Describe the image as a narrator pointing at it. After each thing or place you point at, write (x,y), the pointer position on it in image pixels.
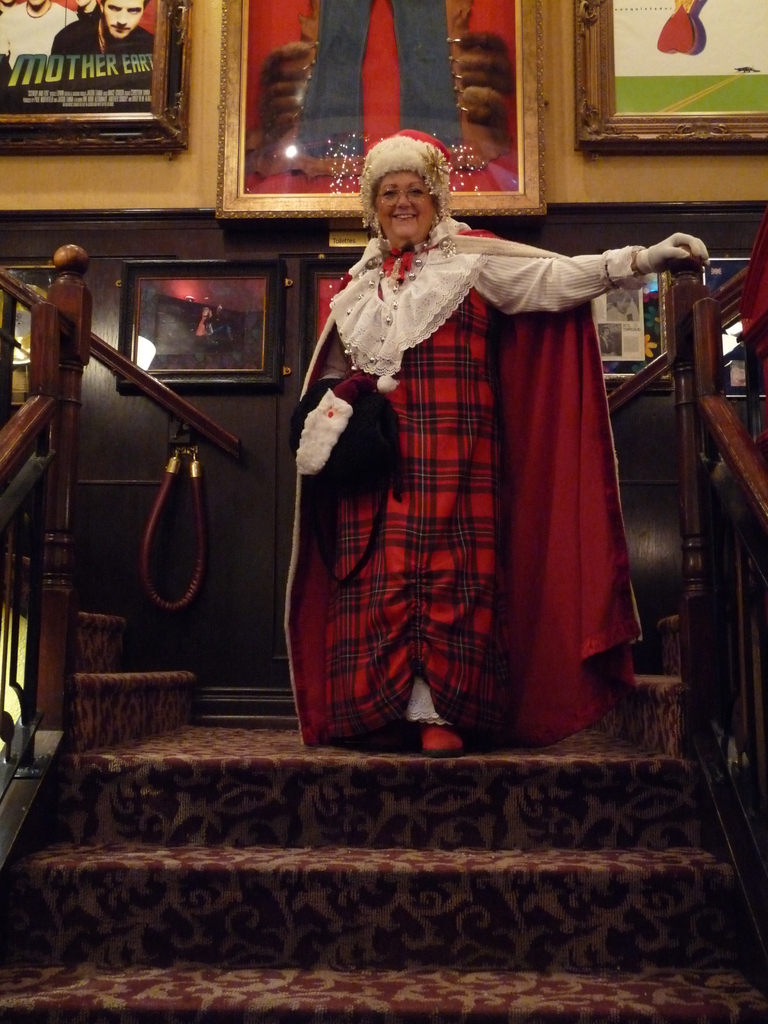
This image is taken indoors. In the background (340,116) there is a wall (260,426) with a few picture frames (110,73) on it. At the bottom of the image (207,843) there are a few stairs (251,821). On the left (11,745) and right sides of the image there are two railings (7,445). In the middle of the image (444,343) a woman (426,524) is standing on the floor (417,741) and she is with a smiling face (389,214).
